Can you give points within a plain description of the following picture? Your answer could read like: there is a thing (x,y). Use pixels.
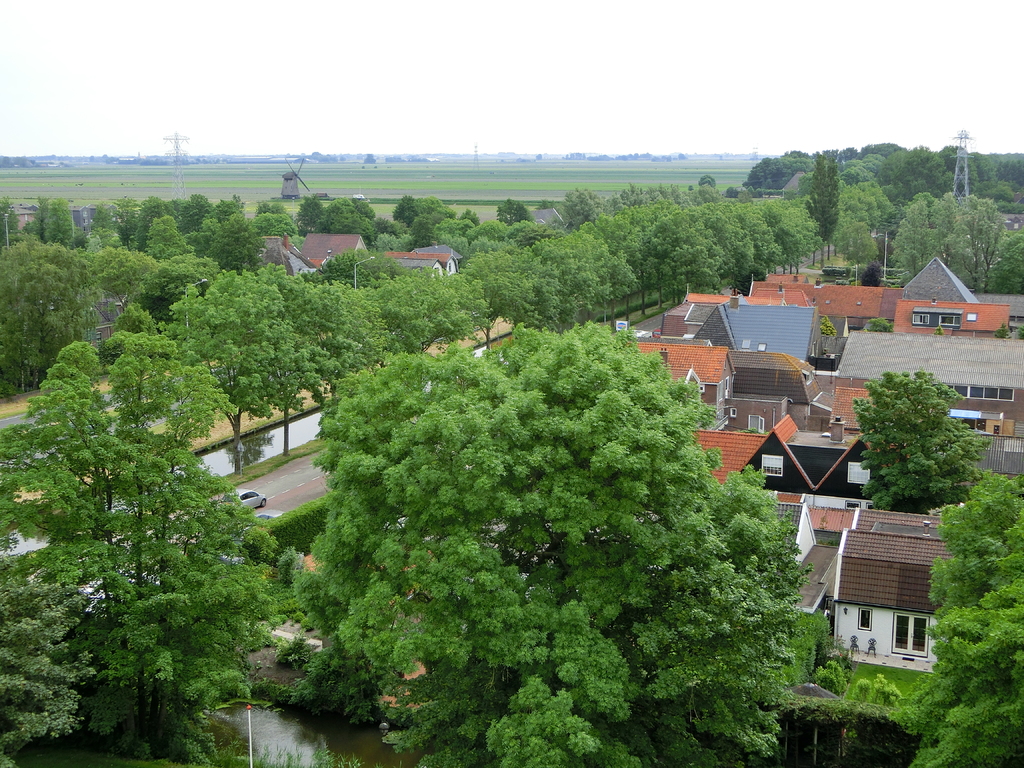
In this picture there are houses (1016,318) and trees (661,386) in the image and there are cars (249,497) on the road (274,494) and there are towers (183,193) and windmill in the background area of the image (176,174).
